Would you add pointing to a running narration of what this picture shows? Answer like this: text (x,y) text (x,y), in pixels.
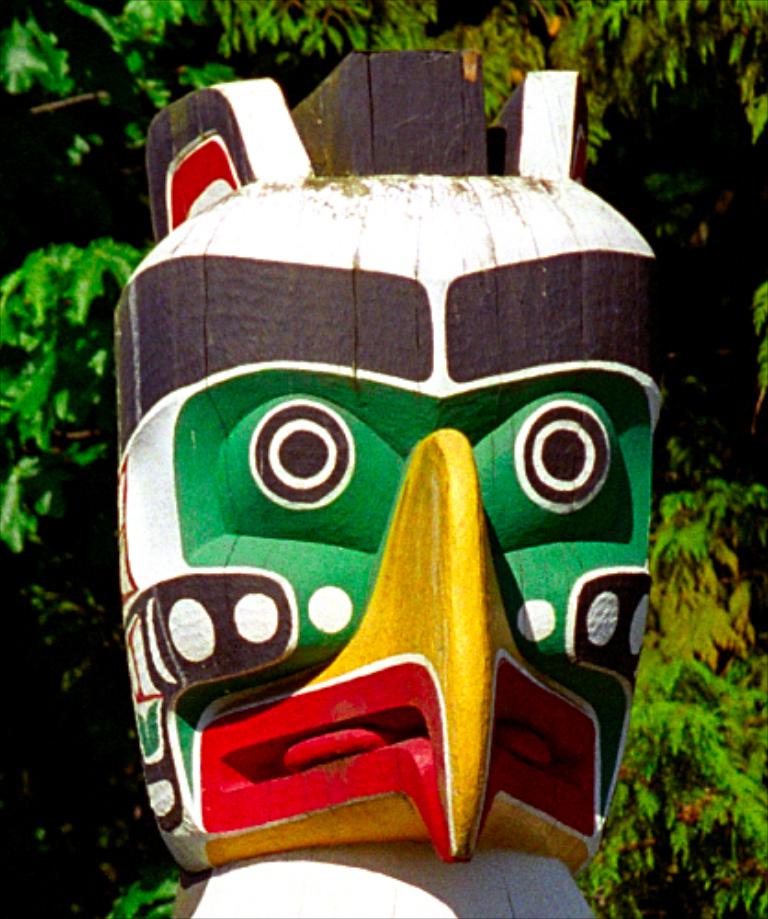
In the foreground of this picture (431,444), there is a man made wooden like structure (292,582) is placed in the middle of the picture (339,333). In the background (228,53), we can see the tree (723,362).
